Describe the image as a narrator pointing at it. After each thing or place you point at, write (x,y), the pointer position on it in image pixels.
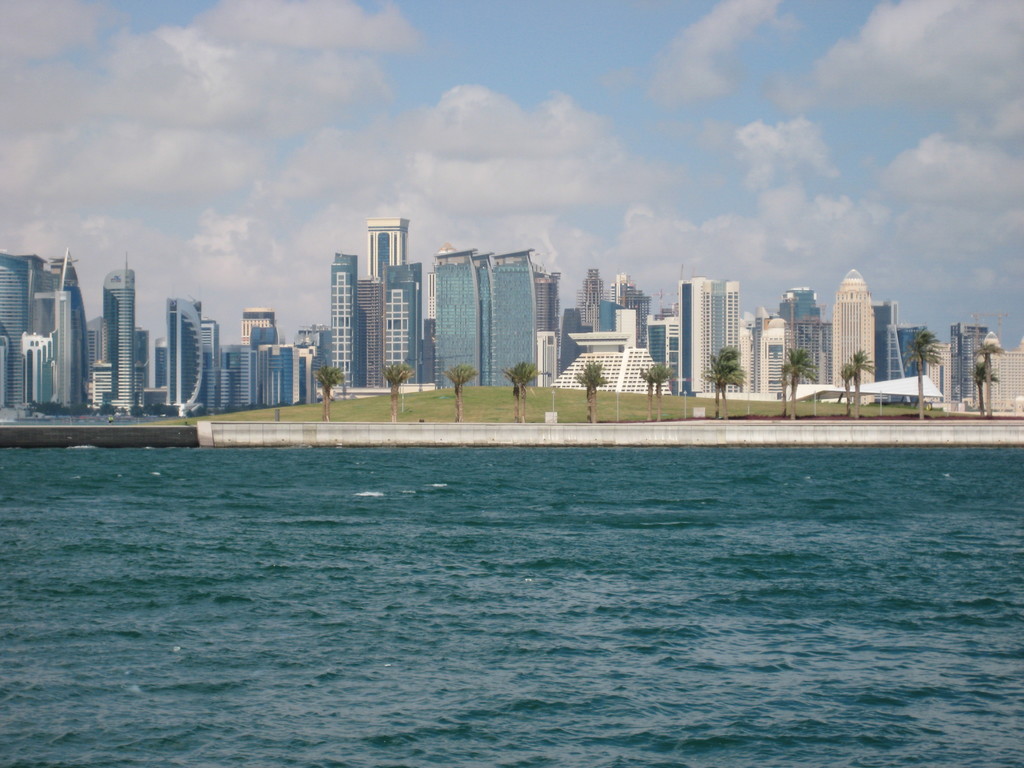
In this picture we can see water (293,521), trees (856,385), grass (578,398), buildings (711,341) and in the background (188,199) we can see sky (512,156) with clouds (575,208).
